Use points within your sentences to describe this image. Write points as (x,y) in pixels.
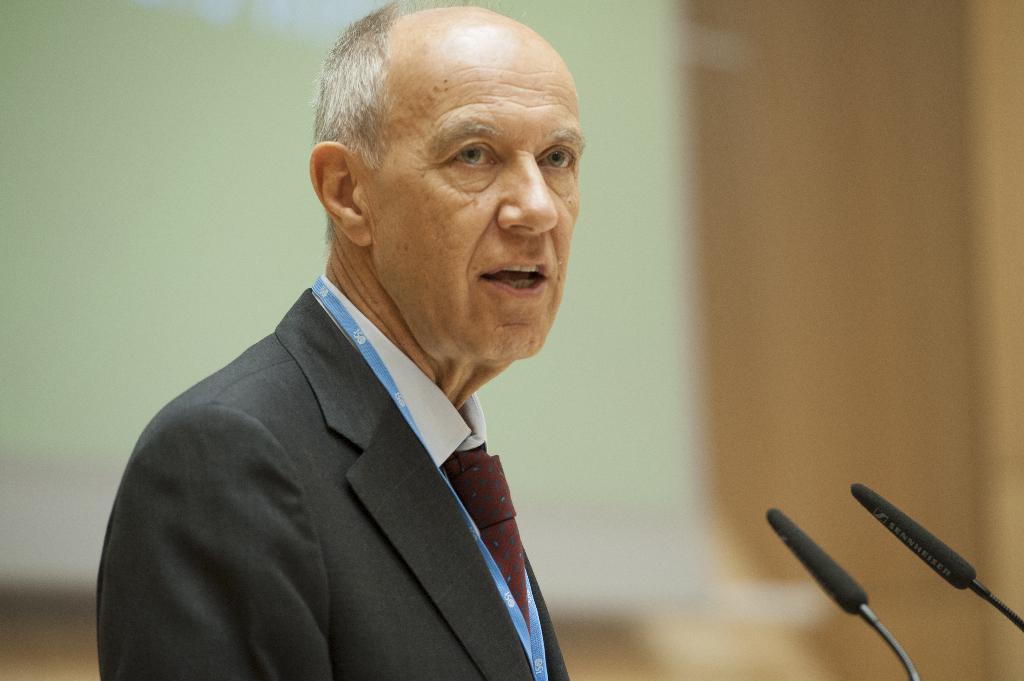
In this picture we can see a man (239,378) in the black blazer (234,428) and on the right side of the man (270,458) there are microphones (864,611). Behind the man (321,320) there is a blurred background (814,465).
